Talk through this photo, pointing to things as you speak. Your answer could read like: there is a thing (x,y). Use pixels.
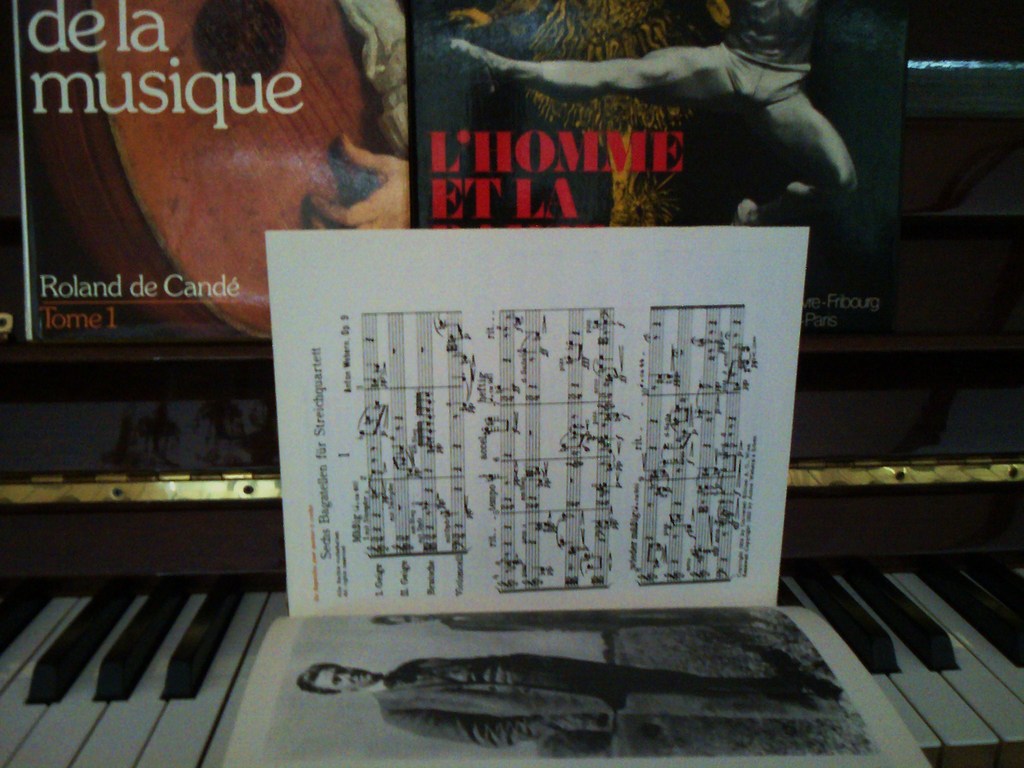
This picture shows piano (153,693) and few books (506,269) on the piano (120,738) and we see a book (445,642).
